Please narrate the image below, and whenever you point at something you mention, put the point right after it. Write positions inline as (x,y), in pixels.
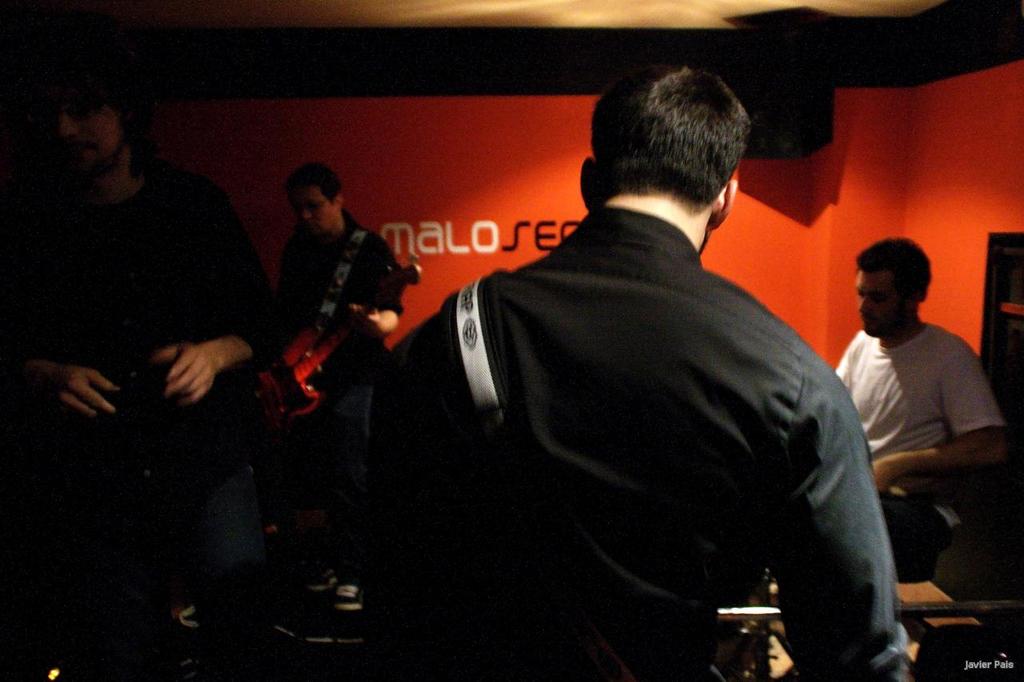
There are four people (283,292) in a room (278,372). They are playing a musical instruments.
